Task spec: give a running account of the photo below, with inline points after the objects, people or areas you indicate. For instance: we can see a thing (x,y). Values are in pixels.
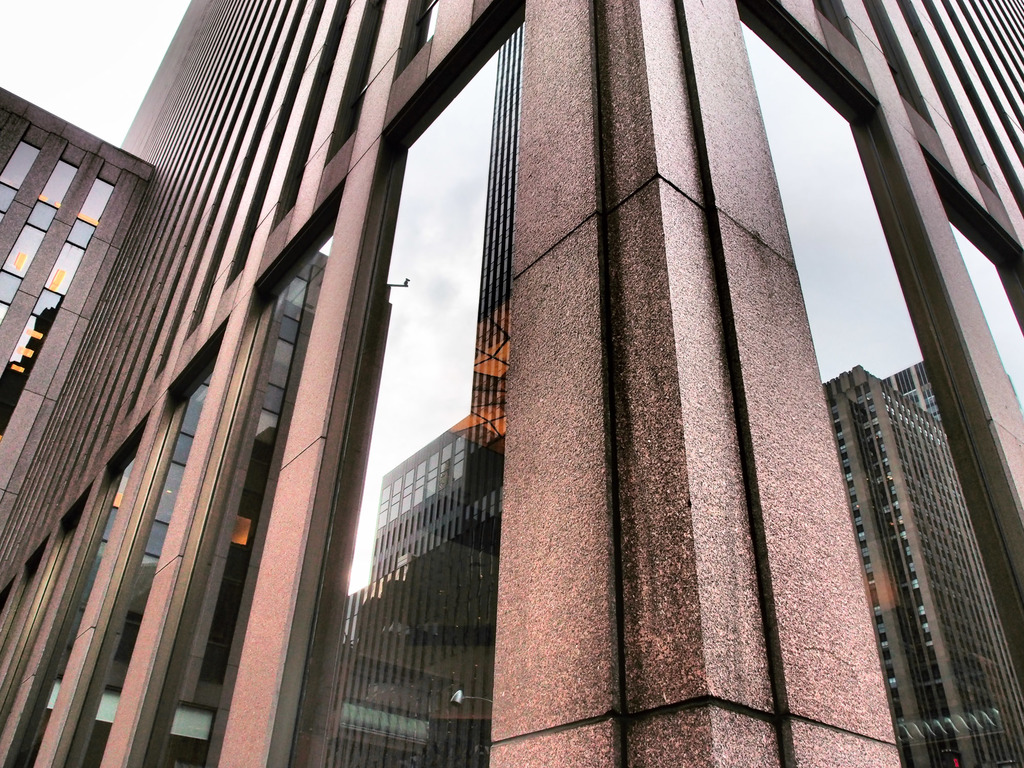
This picture is clicked outside and we can see the building (380,149) and the windows (370,642) of the building (362,600) and on the windows (837,237) we can see the reflection (833,223) of the sky (846,328) and some other buildings (401,549). In the background (97,114) there is a sky (107,53).
